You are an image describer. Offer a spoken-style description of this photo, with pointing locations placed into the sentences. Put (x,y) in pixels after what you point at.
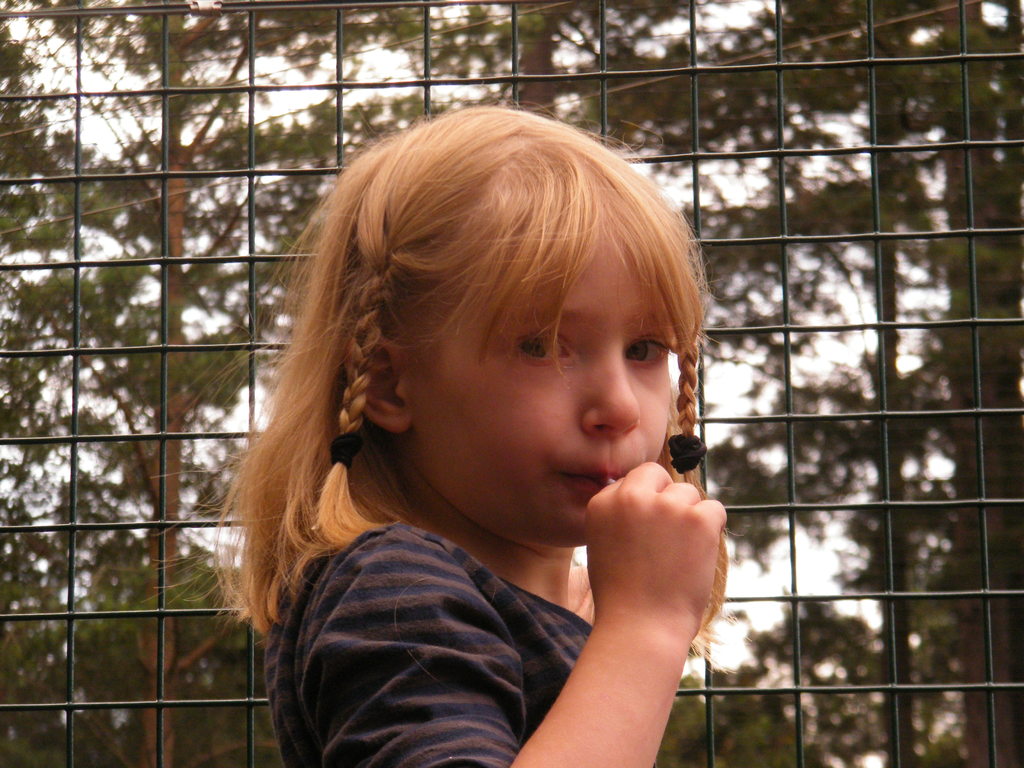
In this picture there is a small girl (530,297) in the center of the image (467,364) and there are trees (851,19) and a net (697,34) in the background area of the image (542,51).
